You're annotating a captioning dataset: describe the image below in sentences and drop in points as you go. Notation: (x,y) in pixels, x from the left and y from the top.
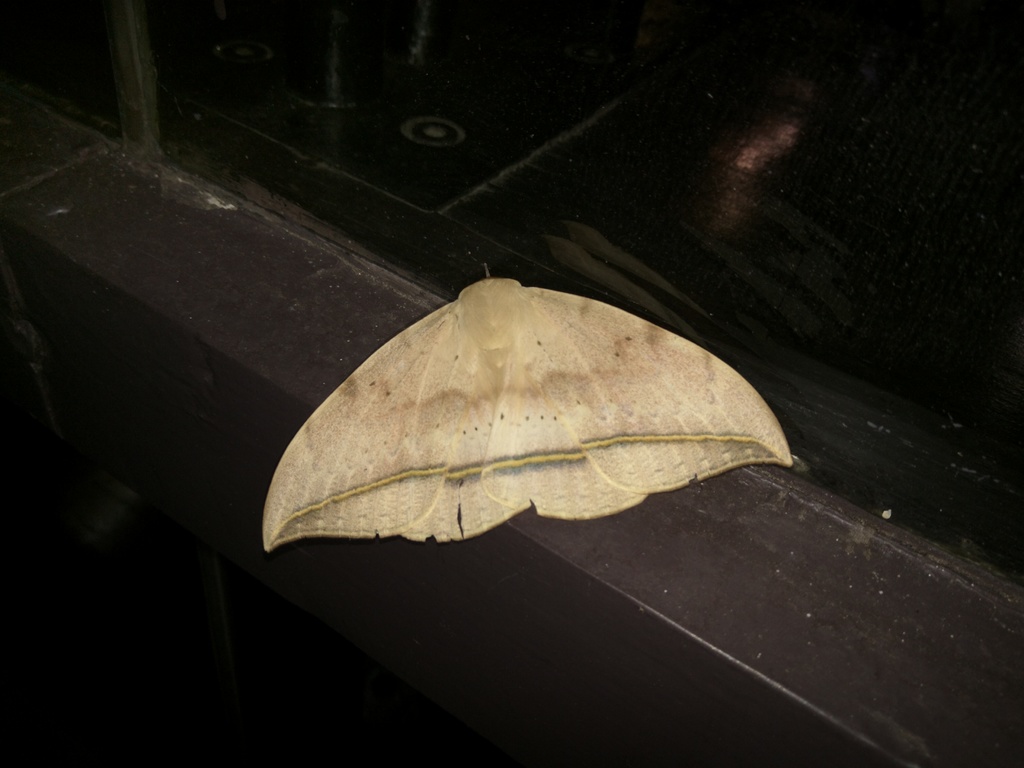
In this picture we can see a moth (699,459) in the middle (455,360), there is a dark background (914,21).
